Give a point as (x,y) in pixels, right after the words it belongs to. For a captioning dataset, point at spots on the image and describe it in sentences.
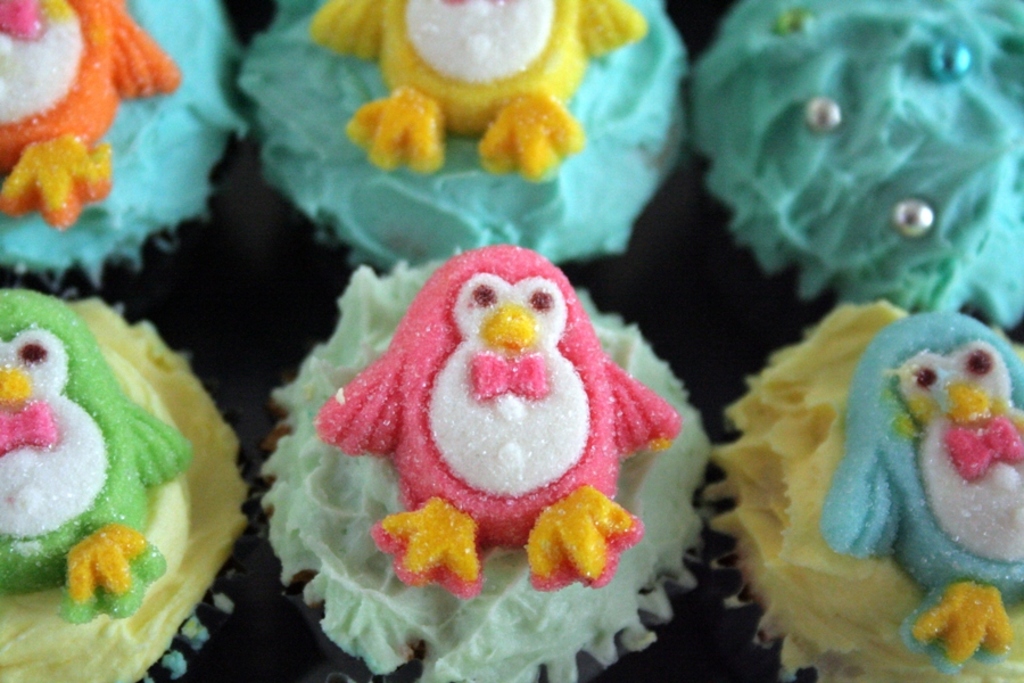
In this picture, we see six cupcakes (460,398) which are in green, blue and yellow color.
